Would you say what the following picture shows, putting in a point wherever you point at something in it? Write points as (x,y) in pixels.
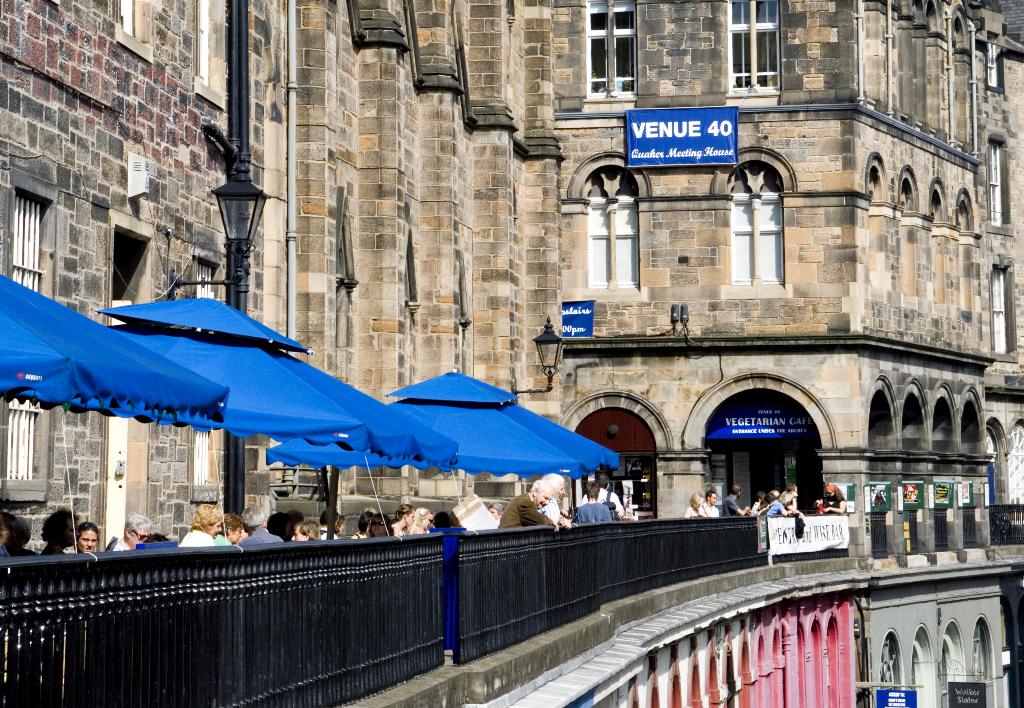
In this image I can see the group of people (276,521) with different color dresses (702,510). I can see few people (246,526) are under the blue color tent (283,403). To the side there is a railing (486,561). In the background (234,237) there is a light pole (229,207) and blue color boards (731,133) to the building (620,272).
